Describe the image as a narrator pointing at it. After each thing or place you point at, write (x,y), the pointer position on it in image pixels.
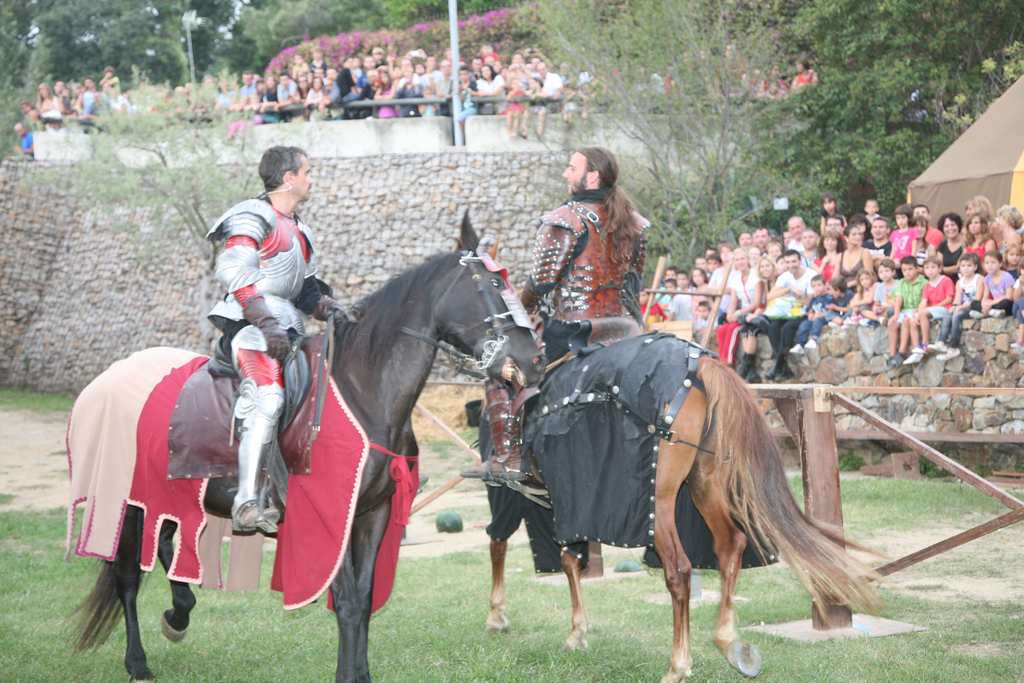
This Image is clicked outside. There are two horses (406,341) and two people (219,267) sitting on that two horses (429,288). There are people (826,306) on the right side (871,292) and on the top (415,106) who are watching them. There are trees (762,106) on the right side (898,128) and top. There is Grass (556,627) in the bottom (556,617).
